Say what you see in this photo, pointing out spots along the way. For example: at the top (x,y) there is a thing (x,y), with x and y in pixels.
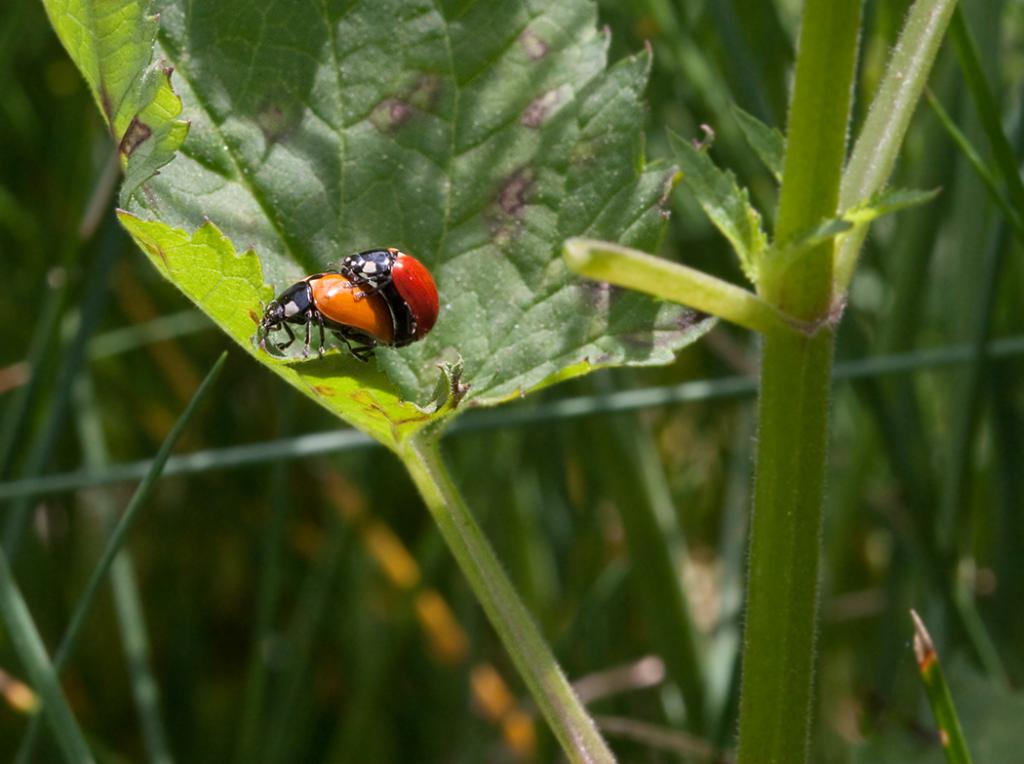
In this picture I can see there are two ladybugs (400,293) sitting on the leaf (457,291) and there are plants (364,589) in the backdrop (368,513).
